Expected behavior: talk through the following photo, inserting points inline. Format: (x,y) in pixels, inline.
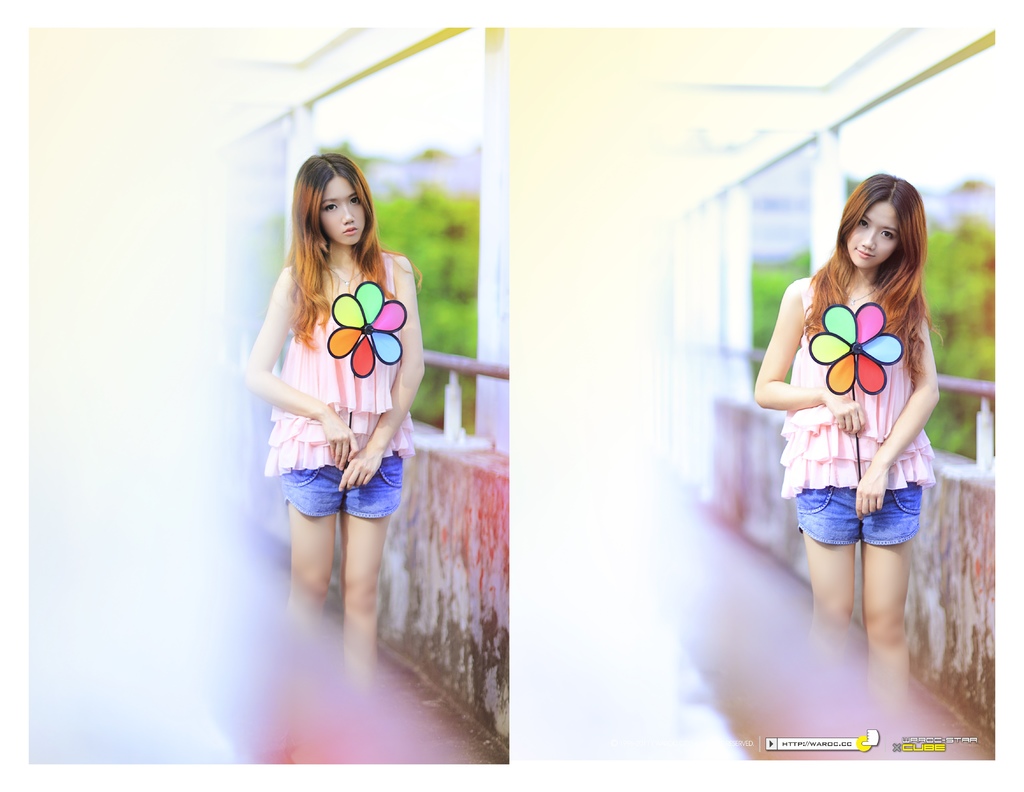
In this image we can see a collage. In the collage we can see the images of the persons (349,377). Behind the persons (385,421) we can see the walls (437,473) with fencing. With the persons (795,302) we can see the pinwheels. The backgrounds of the images are blurred. In the bottom right (845,744) we can see the text (809,741).
